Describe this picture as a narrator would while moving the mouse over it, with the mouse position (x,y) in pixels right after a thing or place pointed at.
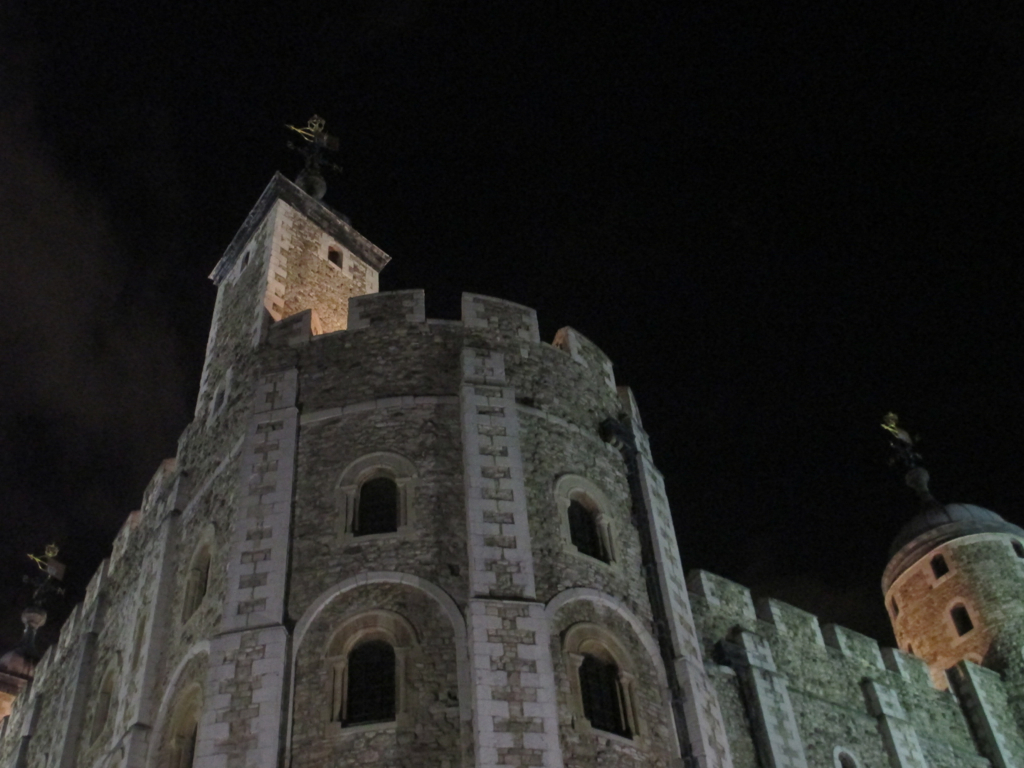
In this image I can see a huge fort (384,572) and few windows (589,643) of the fort (391,611). In the background (590,157) I can see the dark sky (662,208).
